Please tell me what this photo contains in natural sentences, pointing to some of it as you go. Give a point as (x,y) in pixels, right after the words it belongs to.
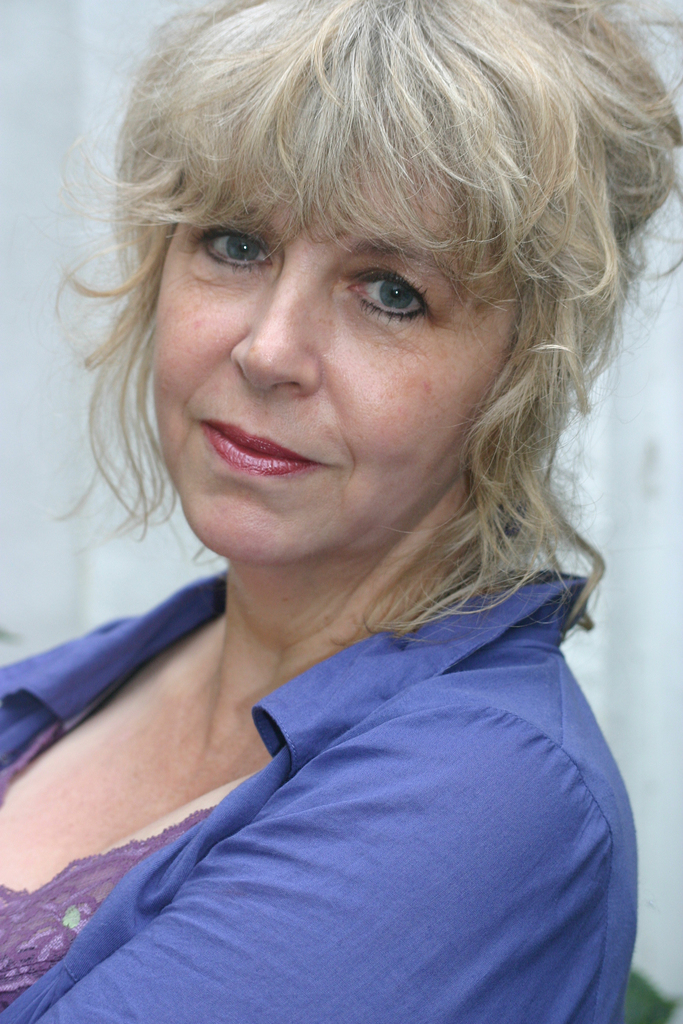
In this image there is a woman (362,558) wearing a blue shirt (321,854). Behind her there is a wall (643,480).
